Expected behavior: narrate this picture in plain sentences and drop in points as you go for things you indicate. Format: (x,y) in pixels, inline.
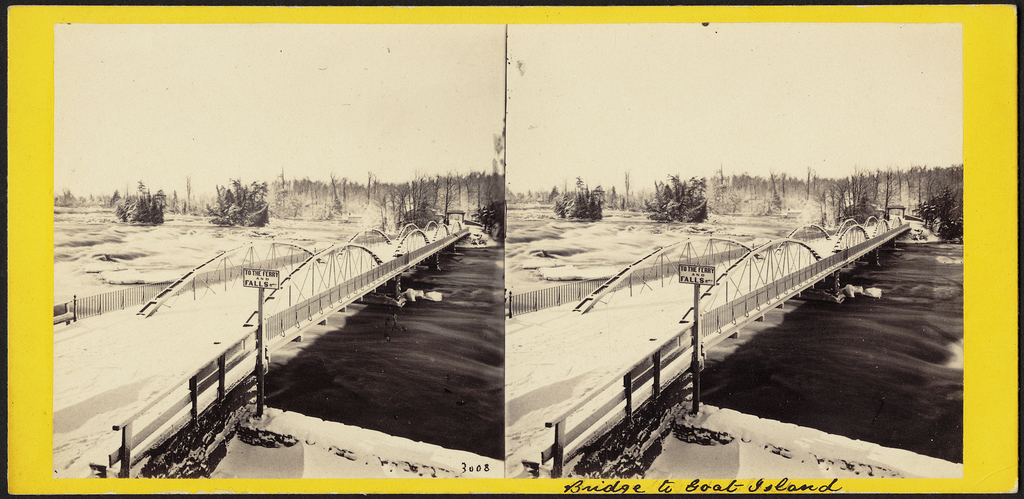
This is a collage image, we can see a bridge (253,329), water (333,352), trees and the sky (336,95). On the right side of the bridge (198,380) there is a pole (260,313) with a board (263,284). On the image it is written something.
